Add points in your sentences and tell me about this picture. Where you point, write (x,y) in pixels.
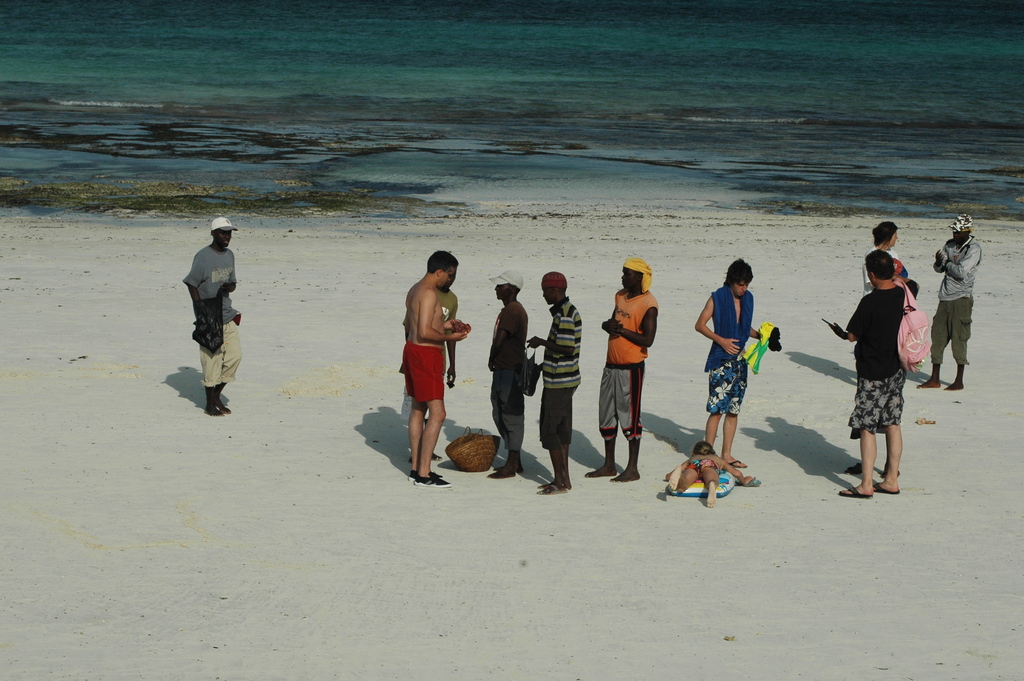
The image is taken at the beach (194,380). In the center of the image (565,323) we can see people (937,349) standing and there is a kid (681,488) lying on the sand (719,513). In the background (521,141) there is a sea (331,97).
